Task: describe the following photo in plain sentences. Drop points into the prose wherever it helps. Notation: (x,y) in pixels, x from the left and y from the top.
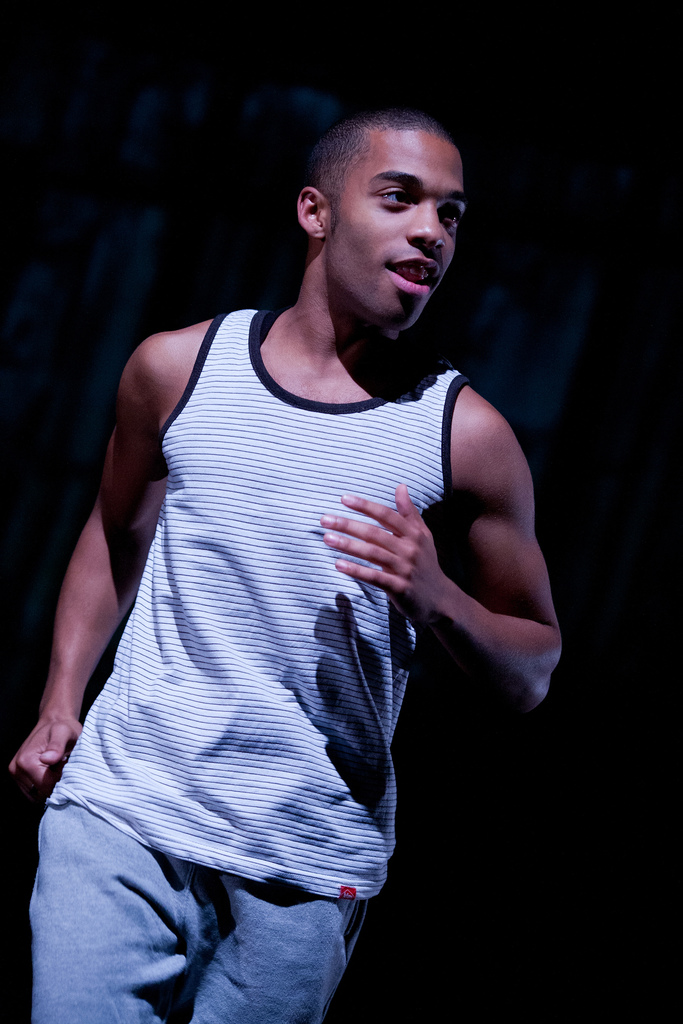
In this image we can see person (198,339) standing on the ground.
